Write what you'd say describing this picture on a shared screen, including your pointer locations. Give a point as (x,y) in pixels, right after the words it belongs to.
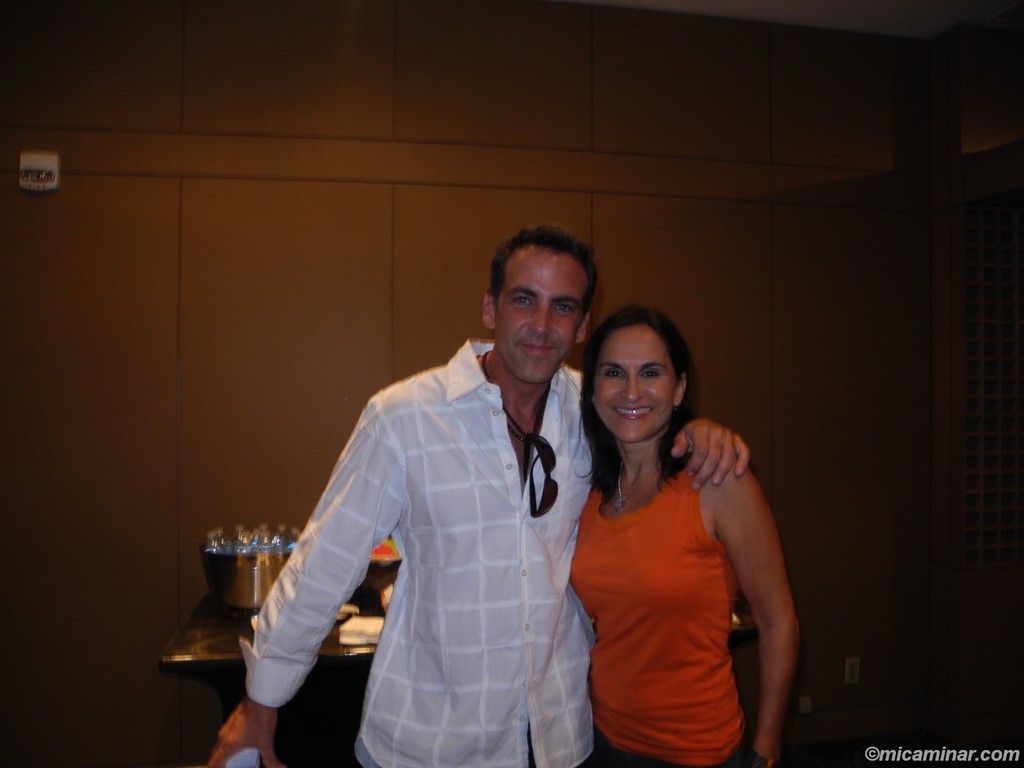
In this image we can see a lady (641,393), and a man (437,565), we can see sunglasses (542,487) on him, there are some objects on the table (369,648), also we can see the wall (954,733).
